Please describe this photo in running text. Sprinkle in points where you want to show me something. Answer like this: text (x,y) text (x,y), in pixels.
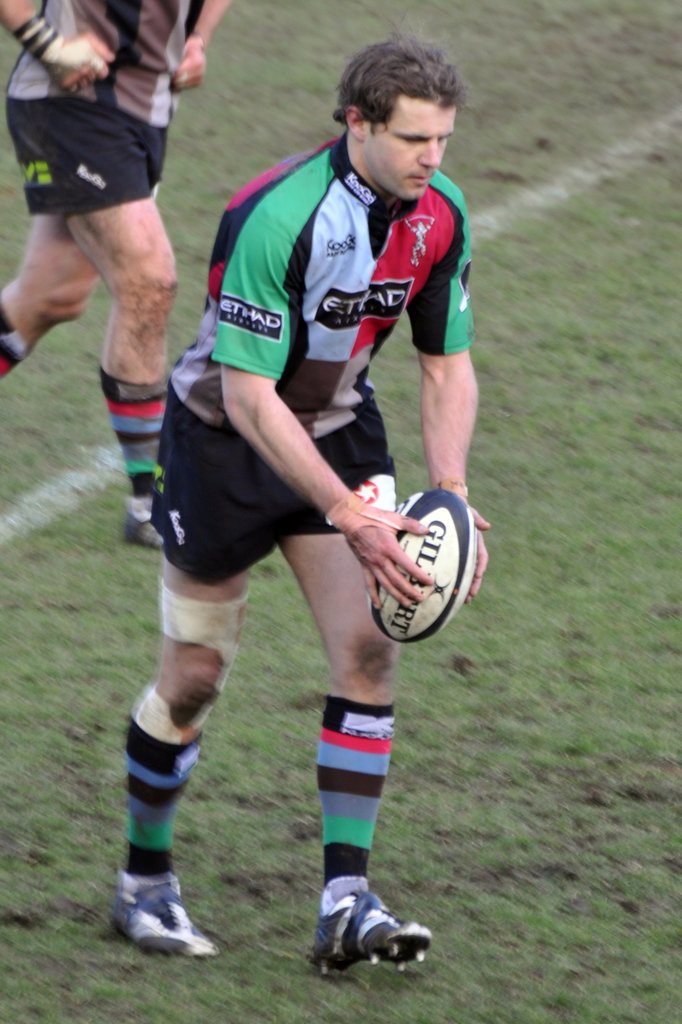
In this image in the center (264,488) there is one person (309,324) who is holding a ball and he is wearing a Jersey (342,273) it seems that he is playing something, and in the background (156,279) there is another person (113,263). At the bottom (40,867) there is grass (562,683).
